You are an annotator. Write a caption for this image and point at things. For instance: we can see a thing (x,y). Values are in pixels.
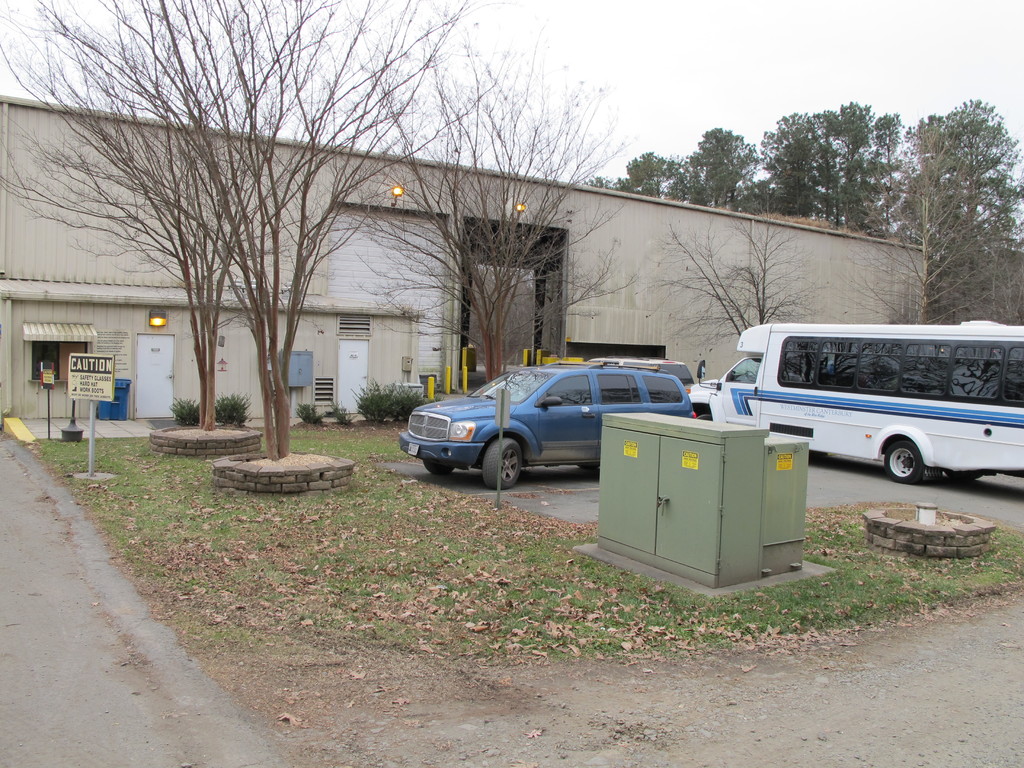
In the background of the image (203,169) there is a building (836,264), trees (863,168). At the bottom of the image (917,710) there is road (969,719). There are trees (281,444), cars (582,422). There is a box (644,519) with doors (636,469). At the top of the image (705,54) there is sky (734,43).
